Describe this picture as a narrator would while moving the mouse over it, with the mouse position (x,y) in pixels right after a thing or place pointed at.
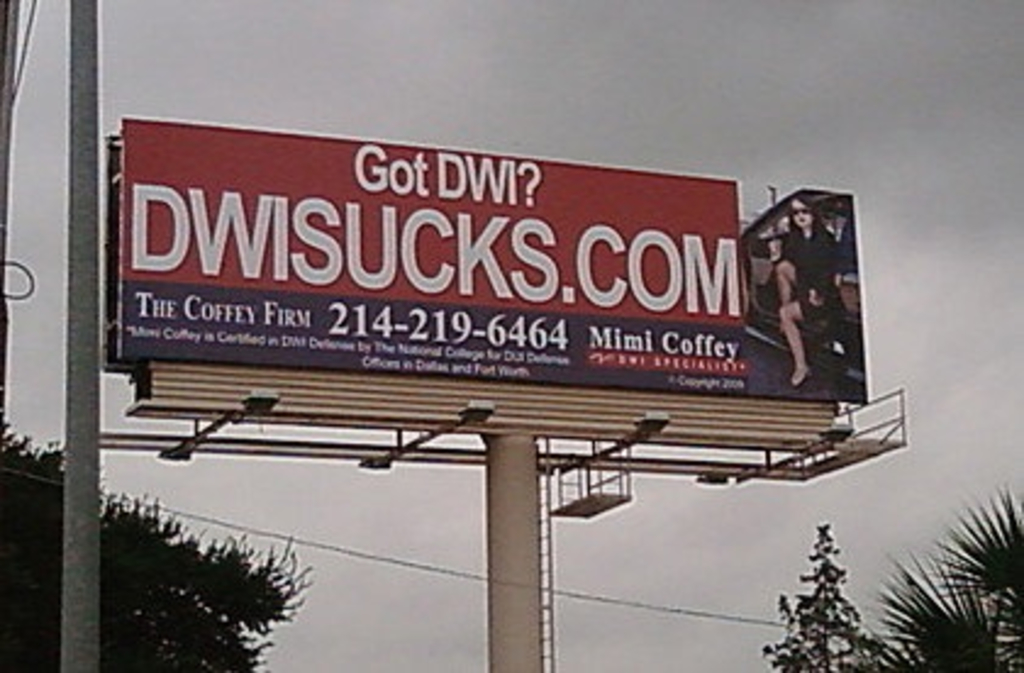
In this image there is a hoarding (469,362), in that hoarding (475,343) there is some text (676,257) and a picture (827,286), in the bottom right (843,598) there are trees (801,659), on the left (83,137) there is a pole (75,556) in the bottom left (49,616) there is a tree (107,555), in the background (344,591) there is sky (357,603).
